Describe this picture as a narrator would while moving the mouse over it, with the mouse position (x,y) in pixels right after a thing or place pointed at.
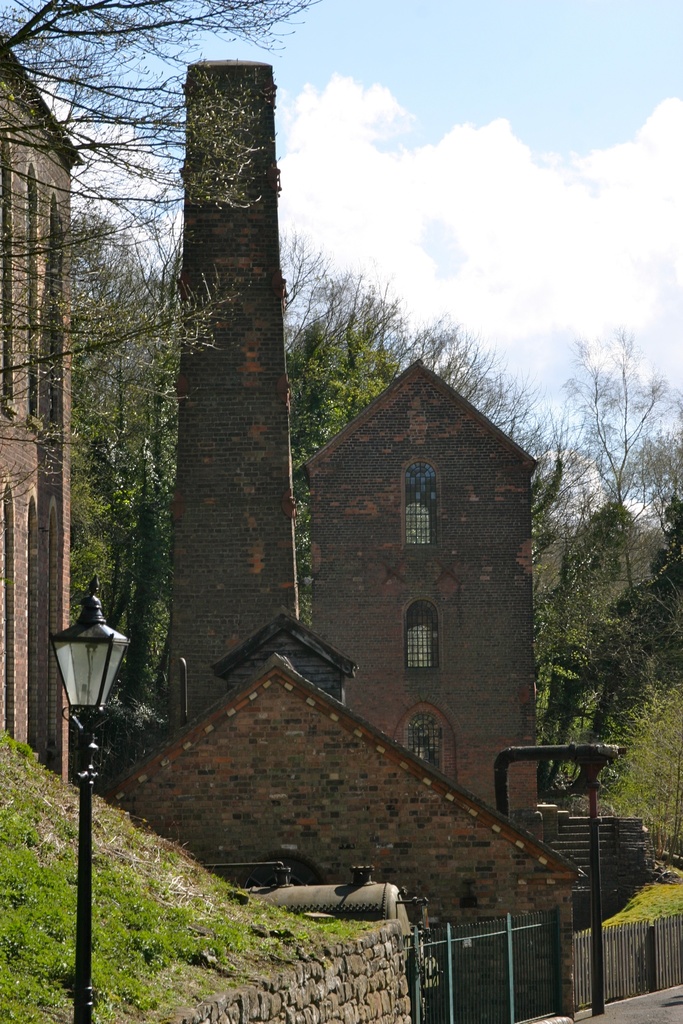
In this picture i can see the building (461,480), monument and chimney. At the bottom (637,952) i can see the street lights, wooden fencing (658,961) and steel gate (500,954). In the background (122,383) i can see many trees (642,570). On the left (122,858) i can see the grass (122,867). At the top (568,38) i can see the sky (430,110) and clouds (282,181).
